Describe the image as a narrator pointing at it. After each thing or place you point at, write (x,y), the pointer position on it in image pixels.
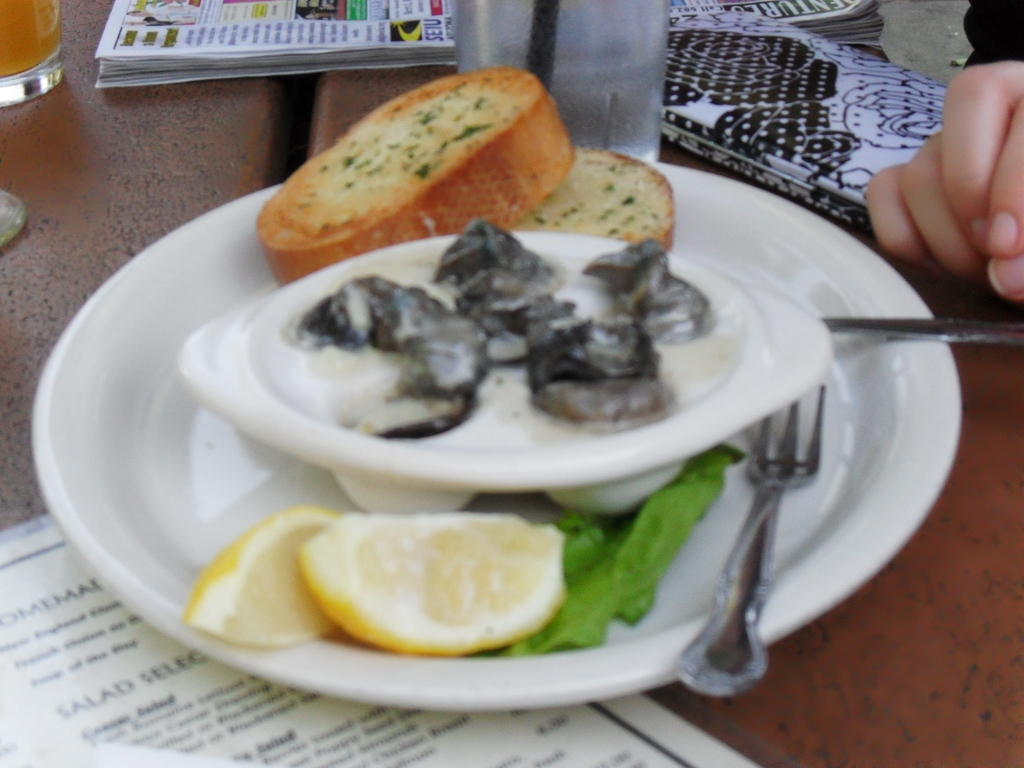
In this picture we can see a table (66,287). On the table (217,131) we can see glass (51,40) which contains juice (40,33), papers (426,46), bottle (599,49), wallet (875,87), menu card (641,723) and a plate (126,506) which contains food (519,527) and a bowl (510,359) which contains food (596,383) with fork (753,542) and spoon (953,339). On the right side of the image (981,130) we can see a person hand (970,181). In the top right corner (955,18) we can see the floor (957,21).
